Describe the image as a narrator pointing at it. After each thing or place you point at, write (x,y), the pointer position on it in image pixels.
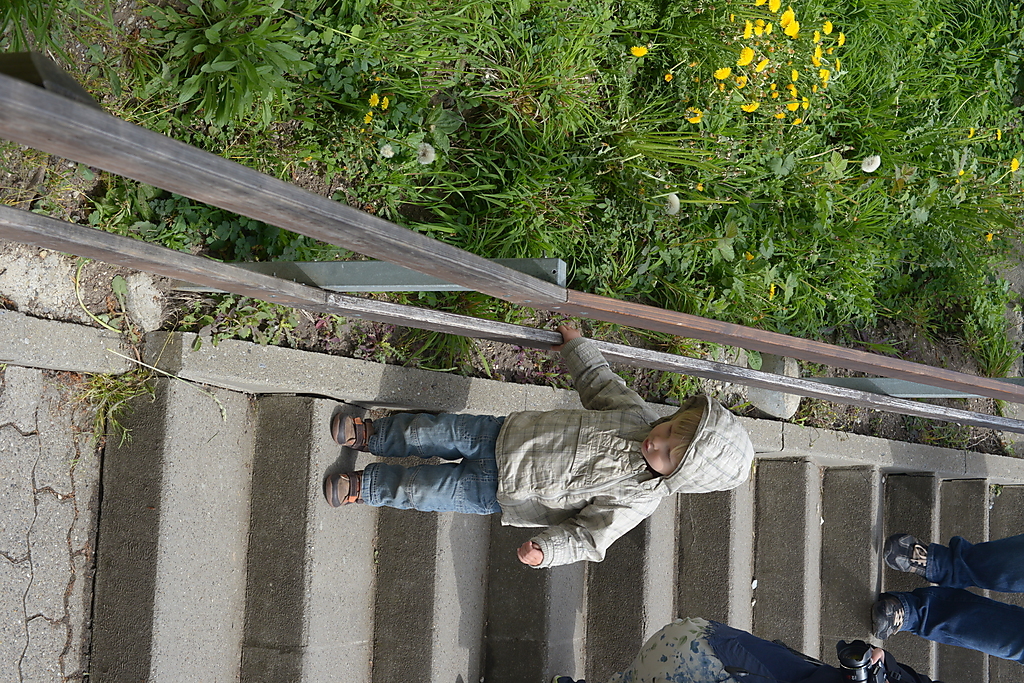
In this image there two persons (946,621) and a kid (565,520) walking on steps (113,480), beside the steps (983,498) there is a fencing (955,392), beside the fencing (498,259) there are plants (744,89).
